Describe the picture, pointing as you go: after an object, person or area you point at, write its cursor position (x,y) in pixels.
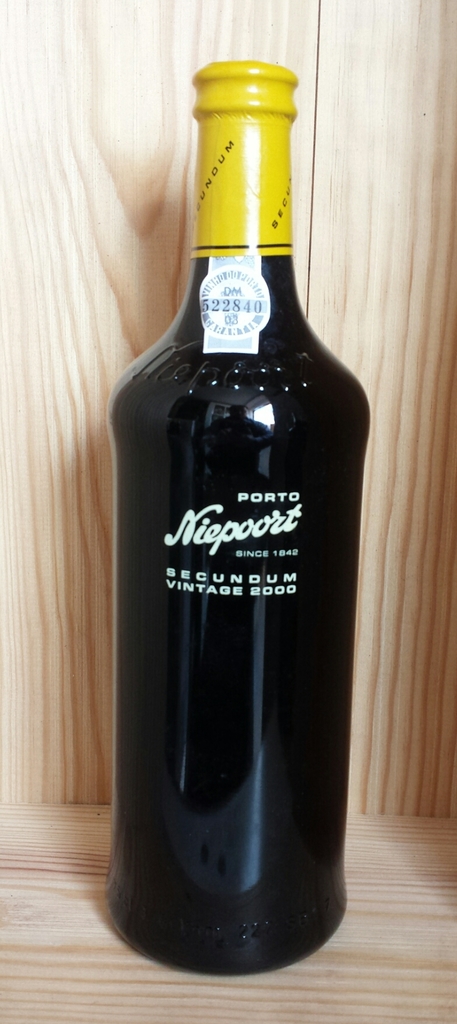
In this image I can see a bottle (192,610) which is black and yellow in color on the cream and brown colored wooden surface (222,978). In the background (104,260) I can see cream and brown colored wooden surface (85,225).
